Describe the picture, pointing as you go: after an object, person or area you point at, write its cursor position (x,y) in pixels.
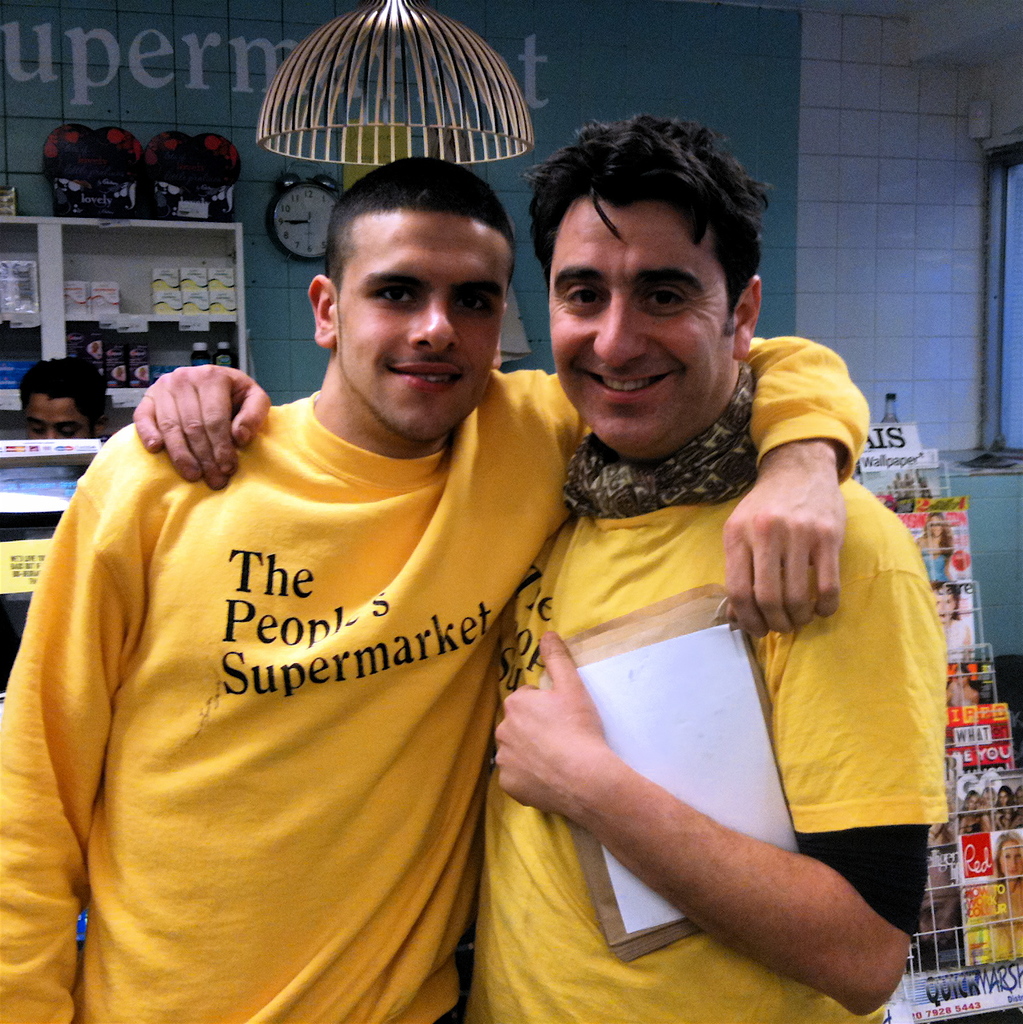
This image is taken indoors. In the background (870,308) there is a wall (933,347) and there is a clock (333,186) on the wall (272,244). There is a text (201,70) on the wall (635,58). There are a few things (162,308) on the shelves (49,295). There is a man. There are many books (985,913) in the book stand (969,980). At the top of the image (398,95) there is an object (367,78). In the middle of the image (492,579) two men (291,648) are standing and they are with smiling faces (476,305). A man (560,618) is holding a paper (643,763) in his hand (603,774).
